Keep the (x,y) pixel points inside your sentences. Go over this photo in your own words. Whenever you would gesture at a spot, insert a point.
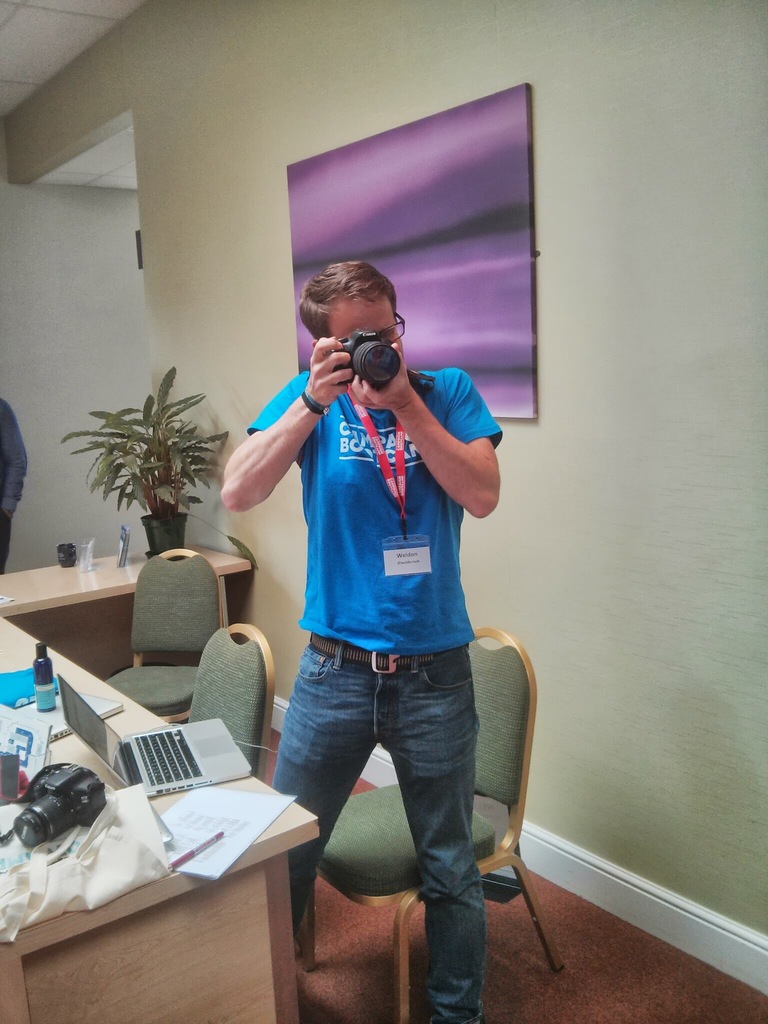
A person (392,661) wearing a blue t shirt (383,631) and jeans (433,709) having a tag (384,462) and holding camera (372,363) and capturing a picture. Behind him one wall (612,391) is there and on wall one photo frame (429,216) is there. And a table (119,778) and on the table (94,758), there is a camera (70,808), pen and a bottle (52,682) is there. There are three chairs (230,669). Also a pot (173,525) and plant (152,472) is on the table (57,594).
